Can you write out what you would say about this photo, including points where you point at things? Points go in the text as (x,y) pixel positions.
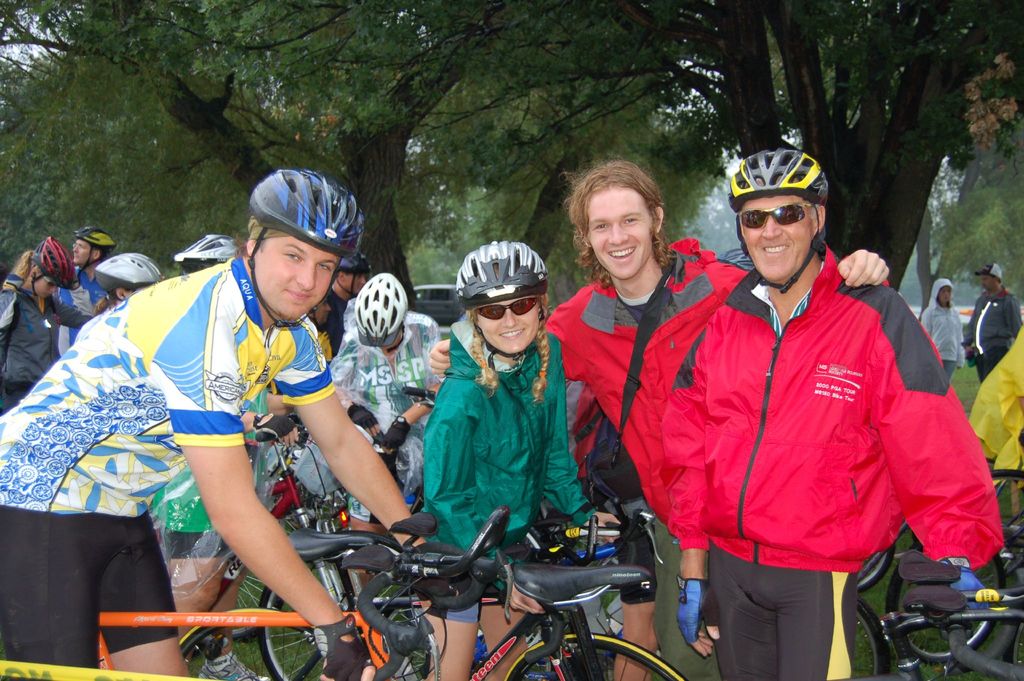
In this picture we can see there are some people (259,536) standing and some people (393,452) are holding the bicycles (365,620). Behind the people (287,398) there are trees (601,95) and a sky (19,54).
